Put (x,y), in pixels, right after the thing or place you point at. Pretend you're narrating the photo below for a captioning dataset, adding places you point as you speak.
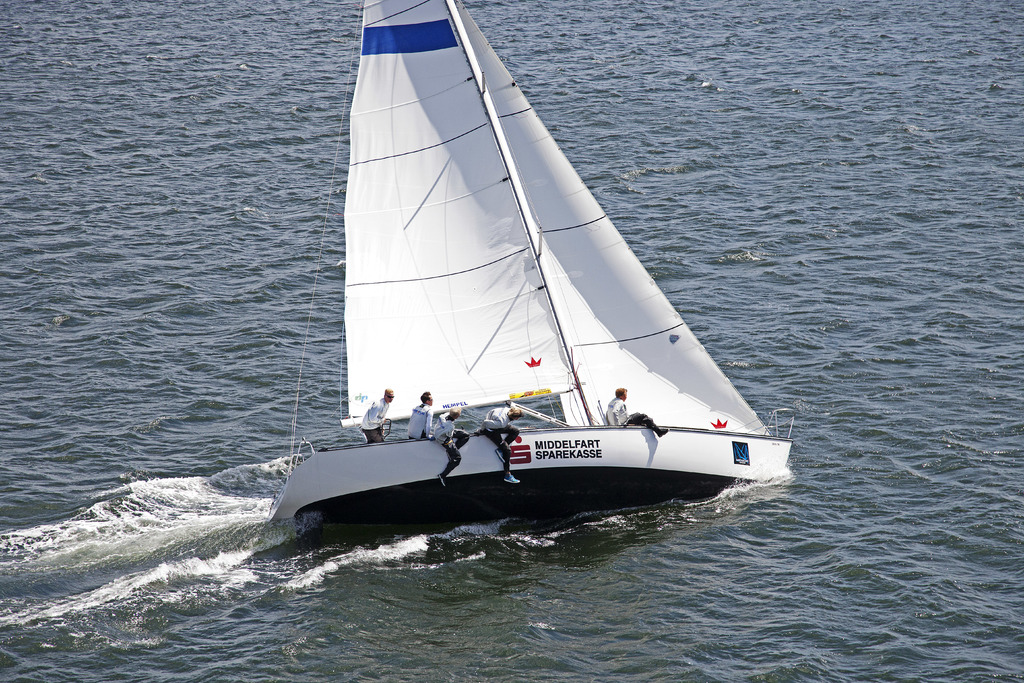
In this picture, we see people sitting in a yacht (501,382). At the bottom of the picture (124,678), we see water (697,191) and this might be a sea (377,634).
